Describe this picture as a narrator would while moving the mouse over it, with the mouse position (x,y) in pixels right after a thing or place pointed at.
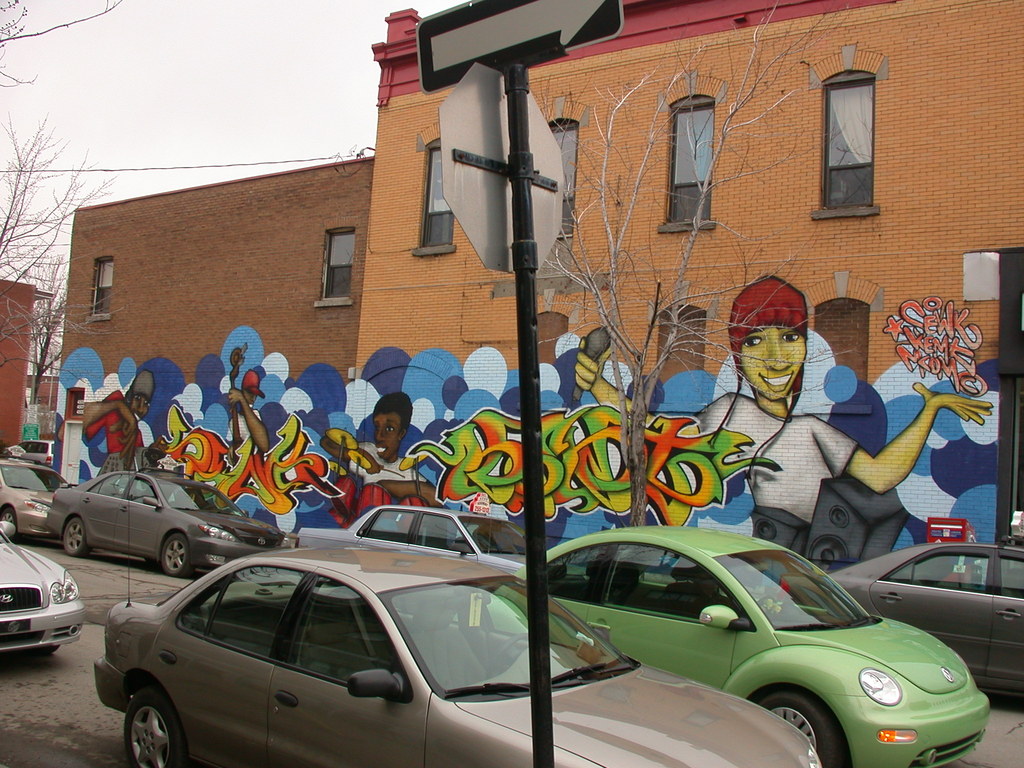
In this image I see number of cars (433,642) which are on the path (75,764) and I see a pole (543,764) over here on which there are 2 boards (452,18) and on this board (455,43) I see an arrow (440,45). In the background (402,21) I see the buildings (937,0) and I see the art (471,434) on these buildings (297,384) and I see the trees (47,369) and the sky (222,85) and I see a wire (224,165) over here.
